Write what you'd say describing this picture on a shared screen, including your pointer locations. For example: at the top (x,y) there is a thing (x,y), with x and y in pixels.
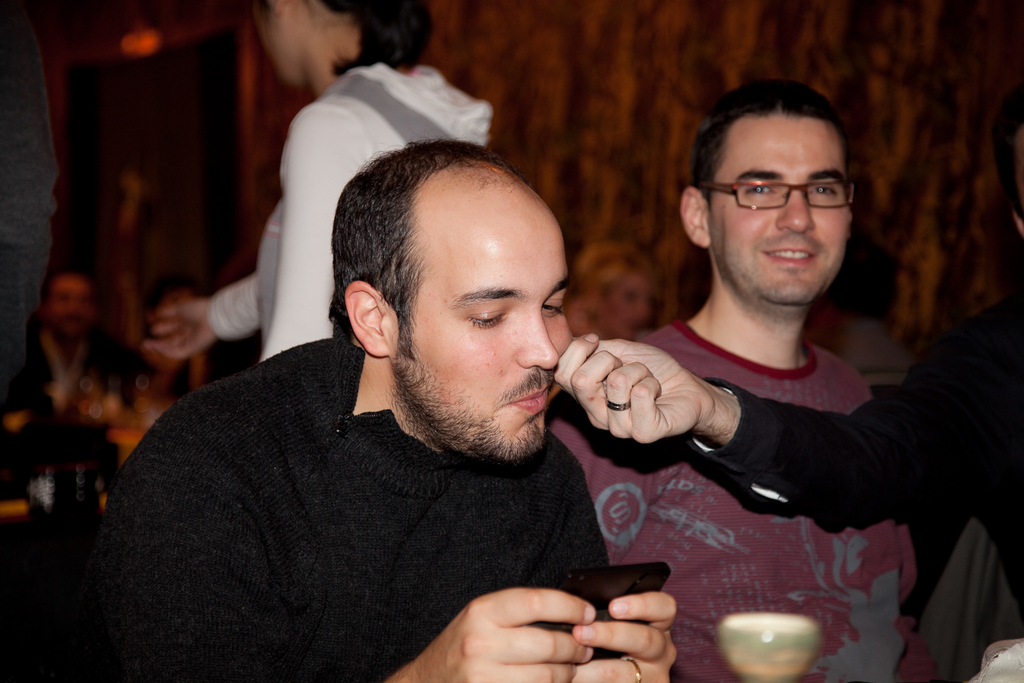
In this picture we can see there are some people (279,514) sitting on chairs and two people (23,166) are standing and a person (269,543) in the black t shirt (287,541) is holding a mobile (600,608). Behind the people (368,341) there is a wall (560,92) and a light (141,42).
